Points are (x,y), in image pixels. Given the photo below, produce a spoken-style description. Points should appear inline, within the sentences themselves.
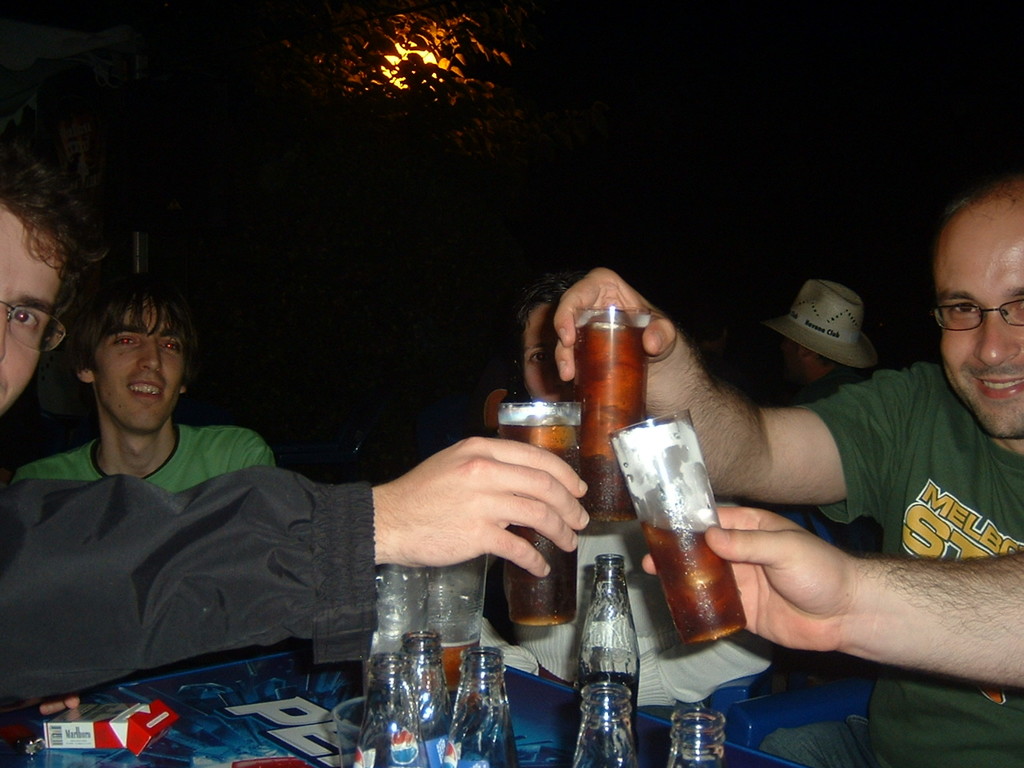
In this image there are 2 persons (36,460) sitting in the chair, another 2 persons (994,415) sitting in the chair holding a glass (673,600) of drink (614,315) in their hands (568,314) and a table (171,757) with 6 bottles (444,689) and a cigarette packet (159,706).
